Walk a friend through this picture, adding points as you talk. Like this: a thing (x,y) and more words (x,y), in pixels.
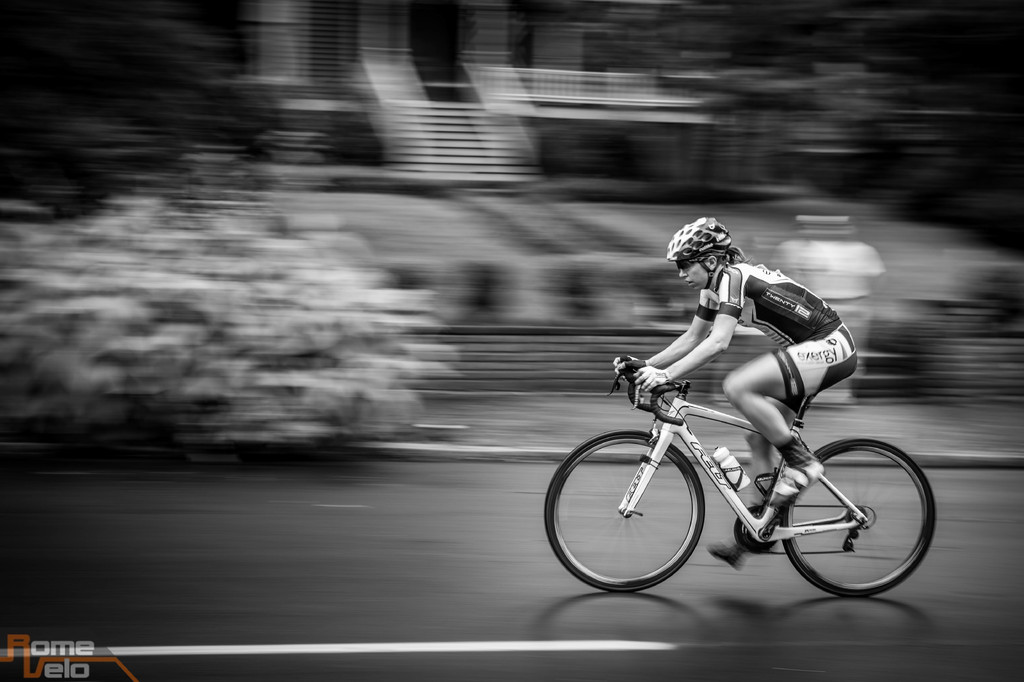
In the picture a person (721,295) riding a vehicle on the road (980,655) there are some plants (190,252) near to the road (1023,510).
